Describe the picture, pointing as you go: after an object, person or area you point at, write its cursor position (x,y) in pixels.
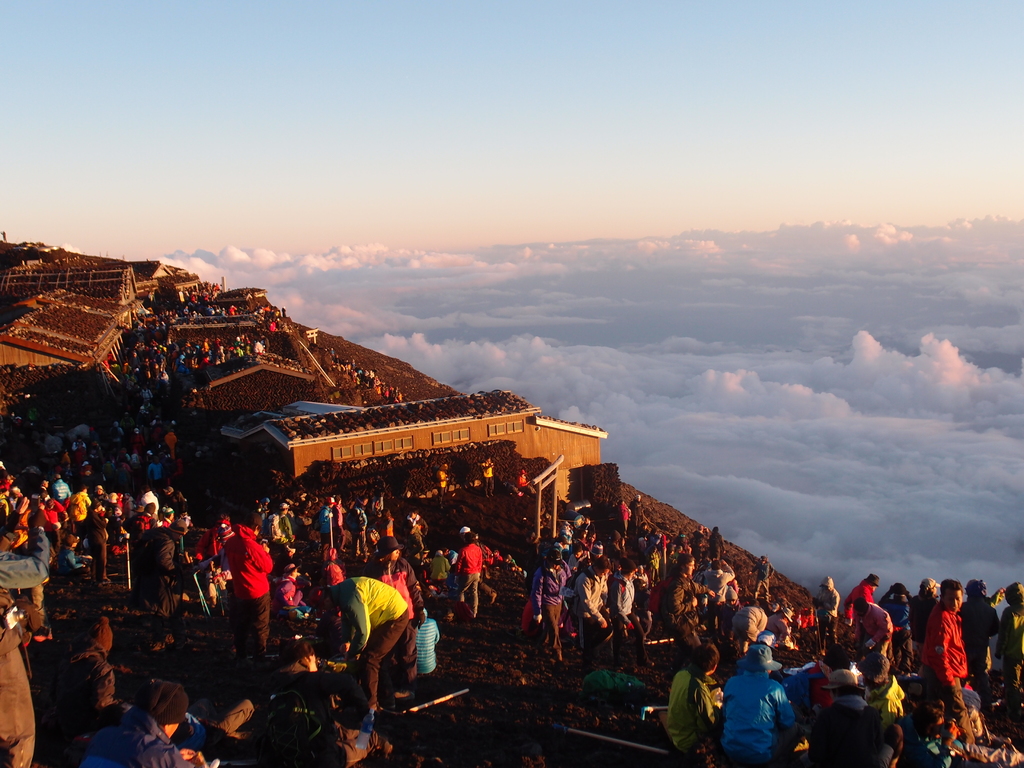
In this image, we can see many people (420,636), houses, walls (38,394). Top of the image (161,179), there is a sky (719,343).
